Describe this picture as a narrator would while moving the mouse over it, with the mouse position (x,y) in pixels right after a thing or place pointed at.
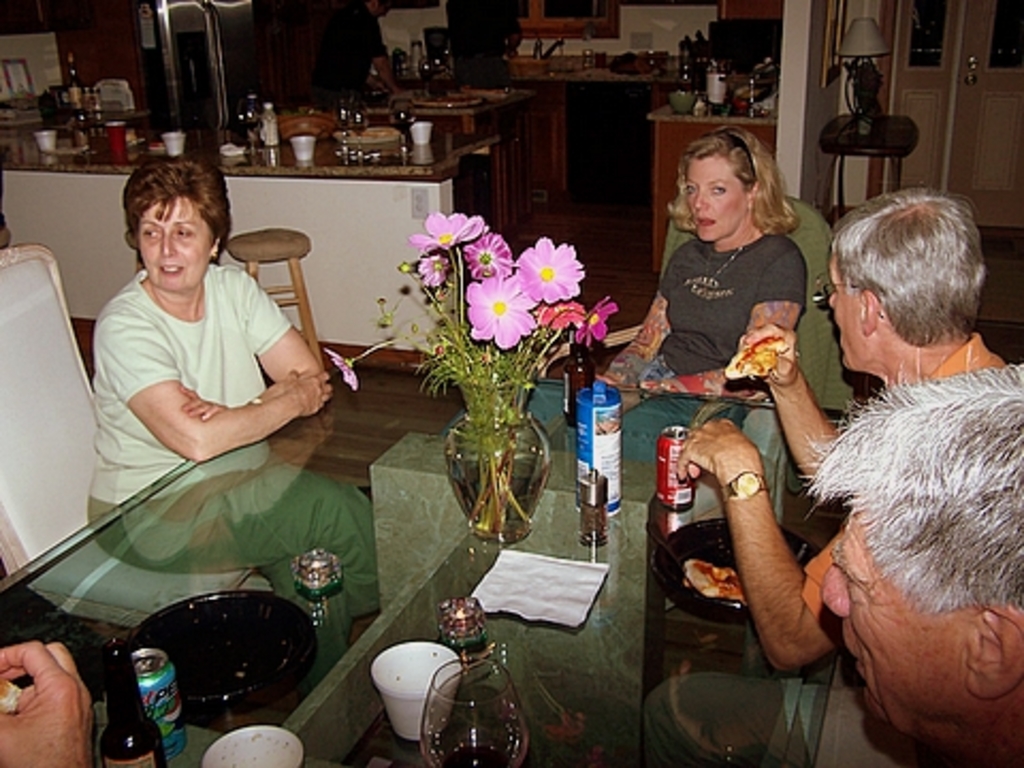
In this image we can see people (967,356) sitting. At the bottom (562,657) there is a table (554,687) and we can see a flower vase (489,467), tins (600,502), bottles (130,716), cups (418,711) and a napkin (537,569) placed on the table (626,640). In the background (876,167) there is a stand (827,137) and we can see a lamp (863,117) placed on the stand (878,137). We can see a door (976,91). There are counter tops (231,169) and we can see things (468,106) placed on the counter tops (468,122). There is a man (383,56) and we can see a stool (290,266).
